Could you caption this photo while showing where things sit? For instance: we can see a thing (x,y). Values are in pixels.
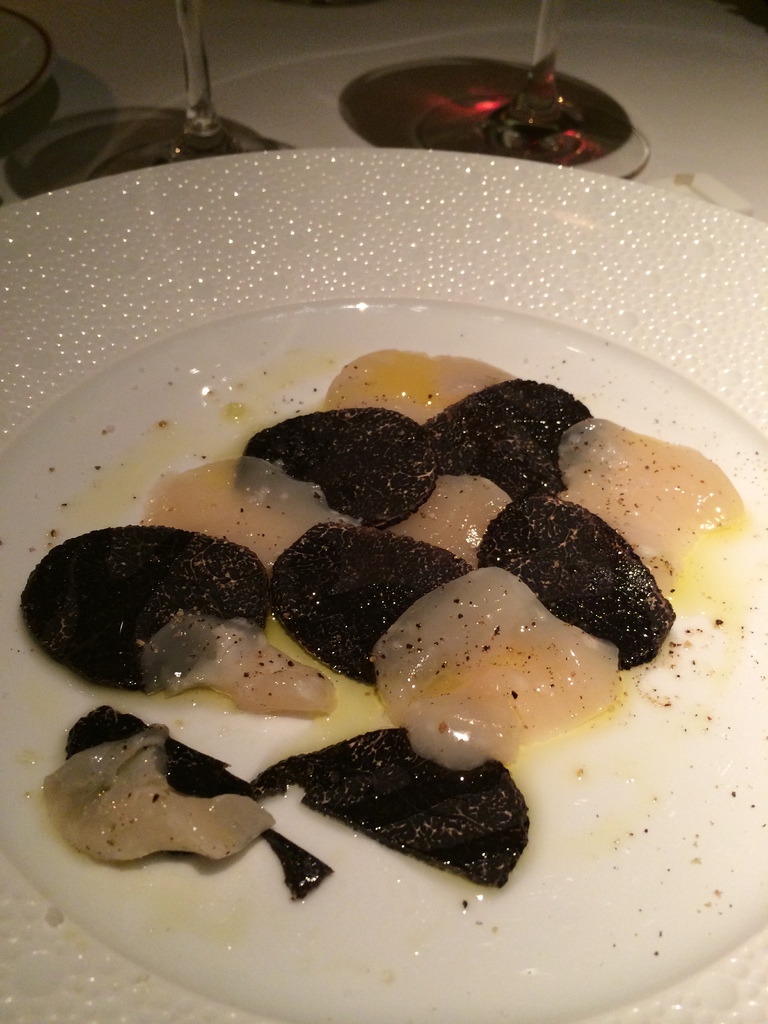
In this image, we can see some food items (262,492) in a plate (281,329). We can also see some glass objects (165,107) at the top (503,129). We can also see an object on the left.
